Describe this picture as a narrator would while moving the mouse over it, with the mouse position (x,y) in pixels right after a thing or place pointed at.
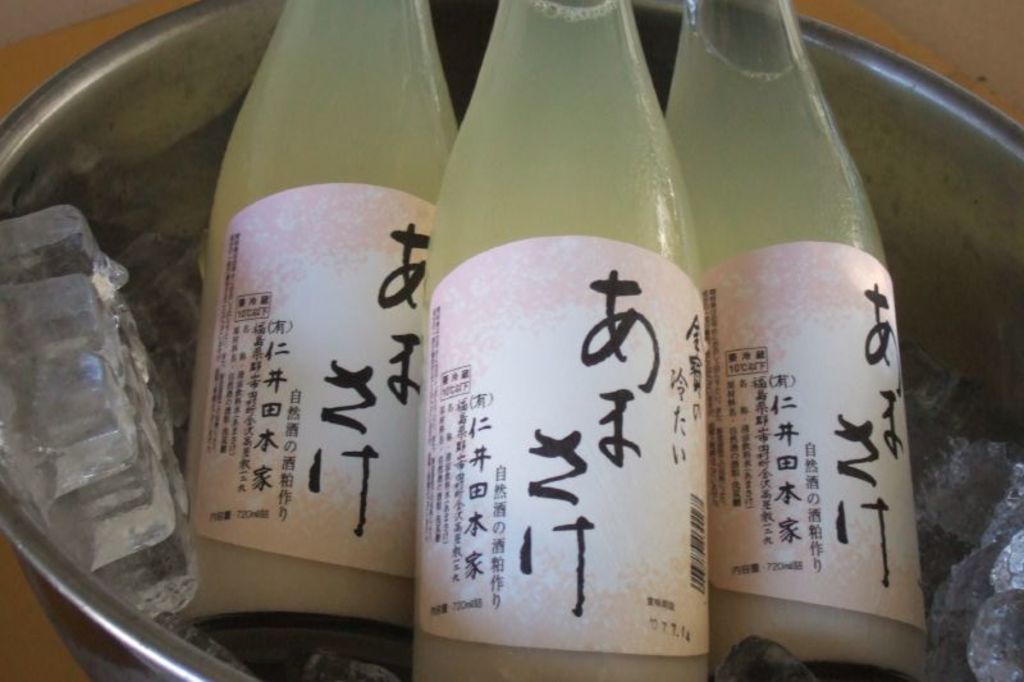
this picture shows bottles (259,273) in a vessel (1012,398) with ice (117,455).
